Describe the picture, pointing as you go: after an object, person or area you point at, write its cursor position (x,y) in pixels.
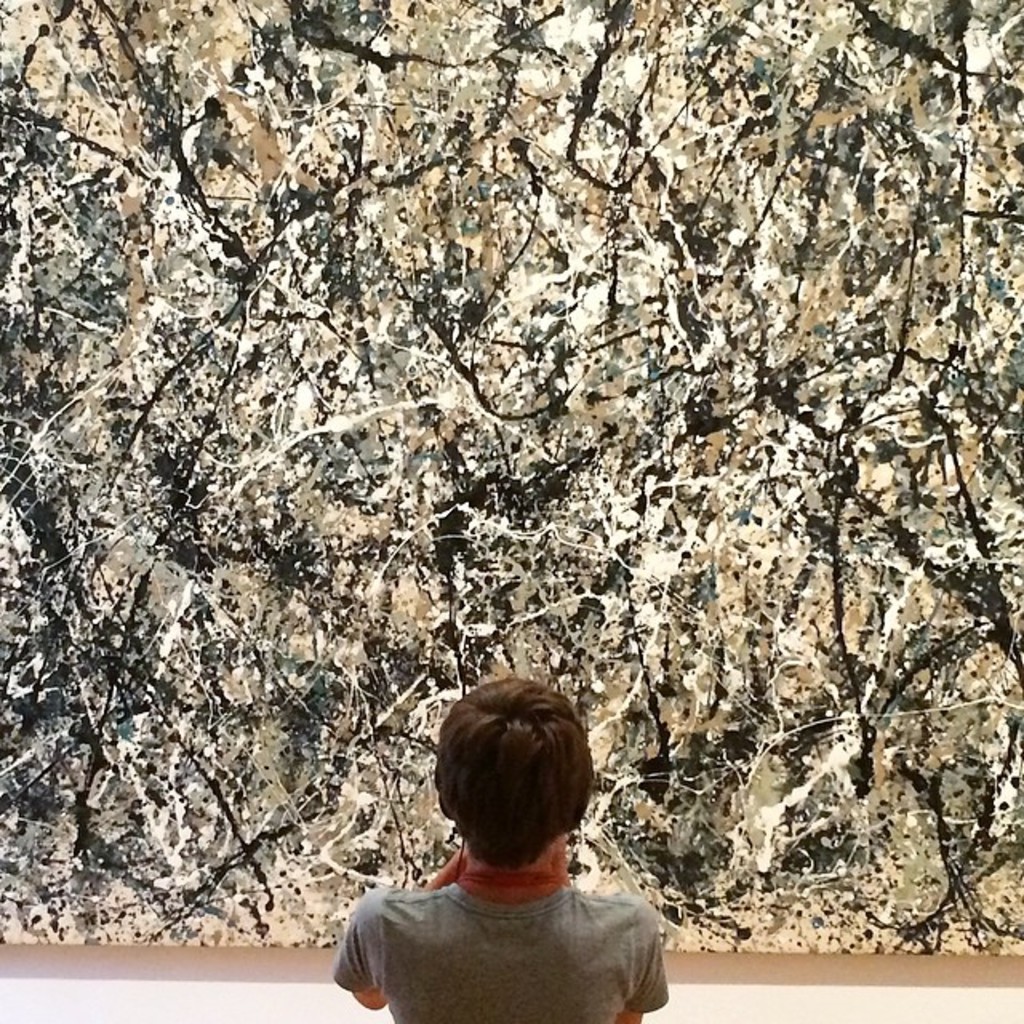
In the image we can see a person (525,924) wearing clothes (522,933), this is a painting.
